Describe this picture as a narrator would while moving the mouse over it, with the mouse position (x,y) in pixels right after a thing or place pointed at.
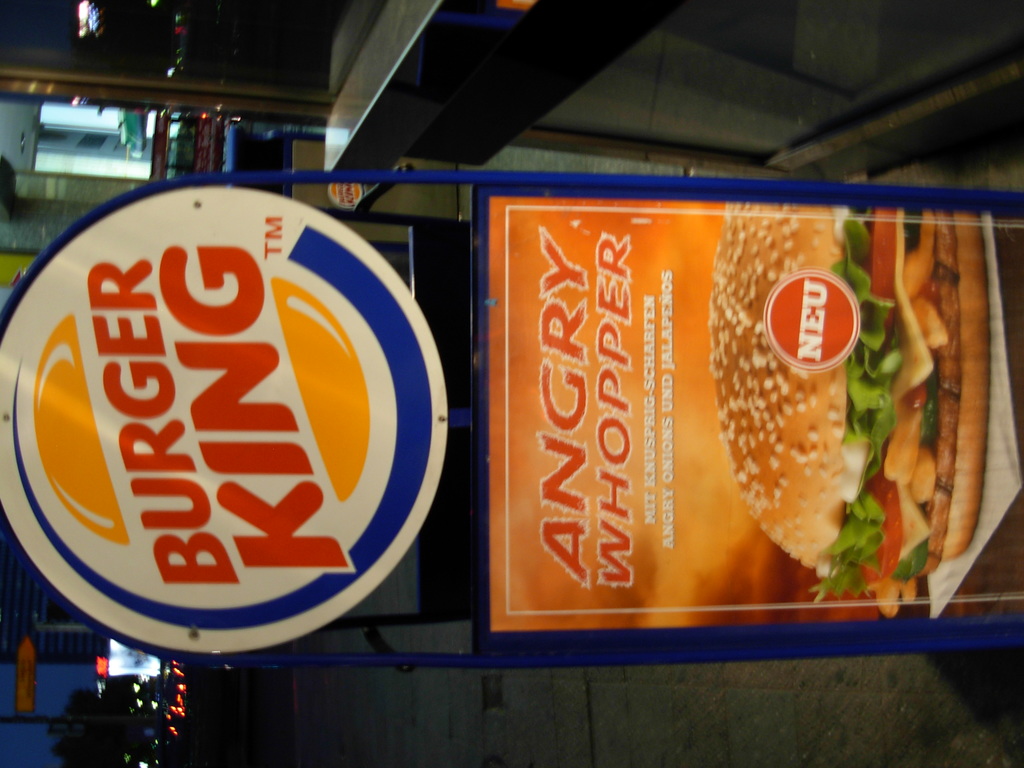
In this image, we can see a sign board (414,456). There is a counter top (414,27) at the top of the image (449,15).
